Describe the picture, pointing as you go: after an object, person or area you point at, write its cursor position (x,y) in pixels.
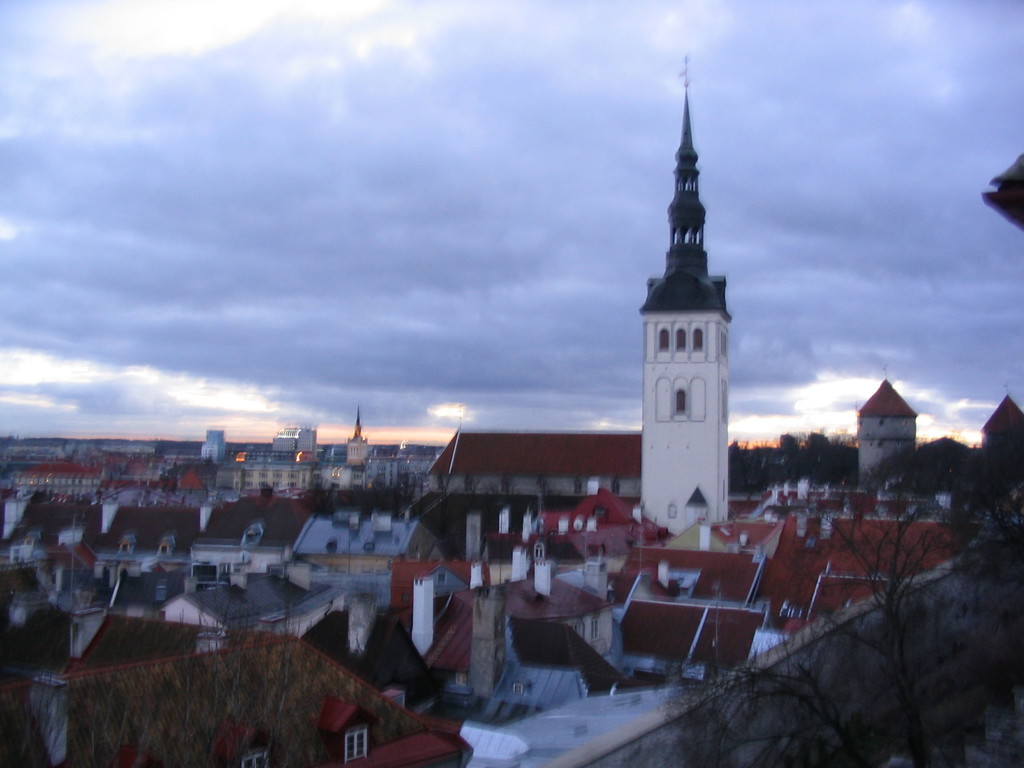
At the bottom of the image (527,664) we can see houses (688,623), buildings (449,567) and trees (791,678). At the top of the image (807,79) there is a cloudy sky (618,50).
